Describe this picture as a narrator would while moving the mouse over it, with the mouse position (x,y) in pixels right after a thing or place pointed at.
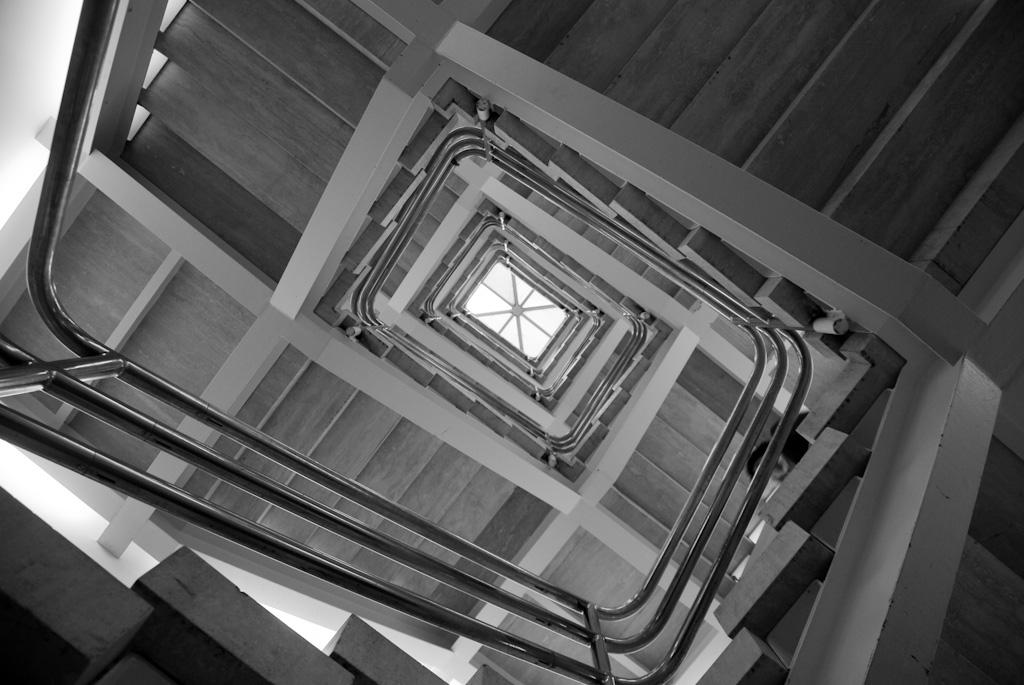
In this image we can see stairs (795,537) and there is a railing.
